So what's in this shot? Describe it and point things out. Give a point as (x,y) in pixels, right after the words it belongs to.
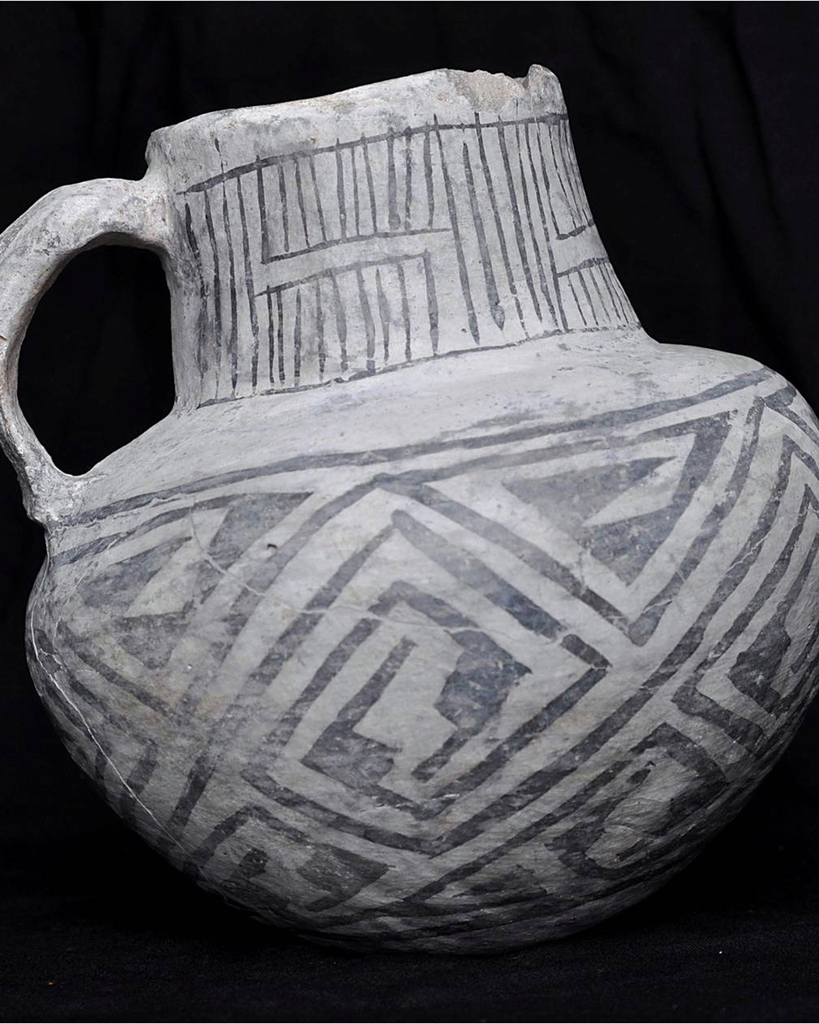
In this picture I can observe stoneware (356,485). The background (144,93) is completely dark.
